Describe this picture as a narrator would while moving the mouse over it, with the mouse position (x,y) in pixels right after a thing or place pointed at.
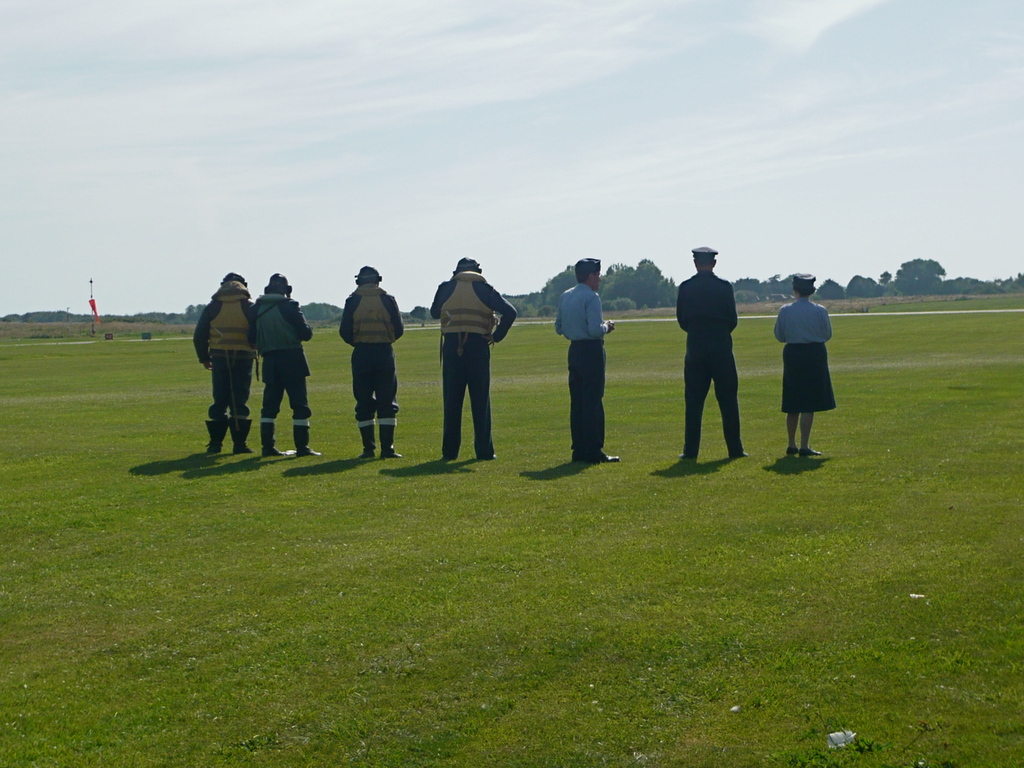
In this image we can see persons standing on the ground (525,456). In the background (510,182) we can see pole (91,313), flag (95,316), trees (870,282) and sky (365,105) with clouds (144,200).
